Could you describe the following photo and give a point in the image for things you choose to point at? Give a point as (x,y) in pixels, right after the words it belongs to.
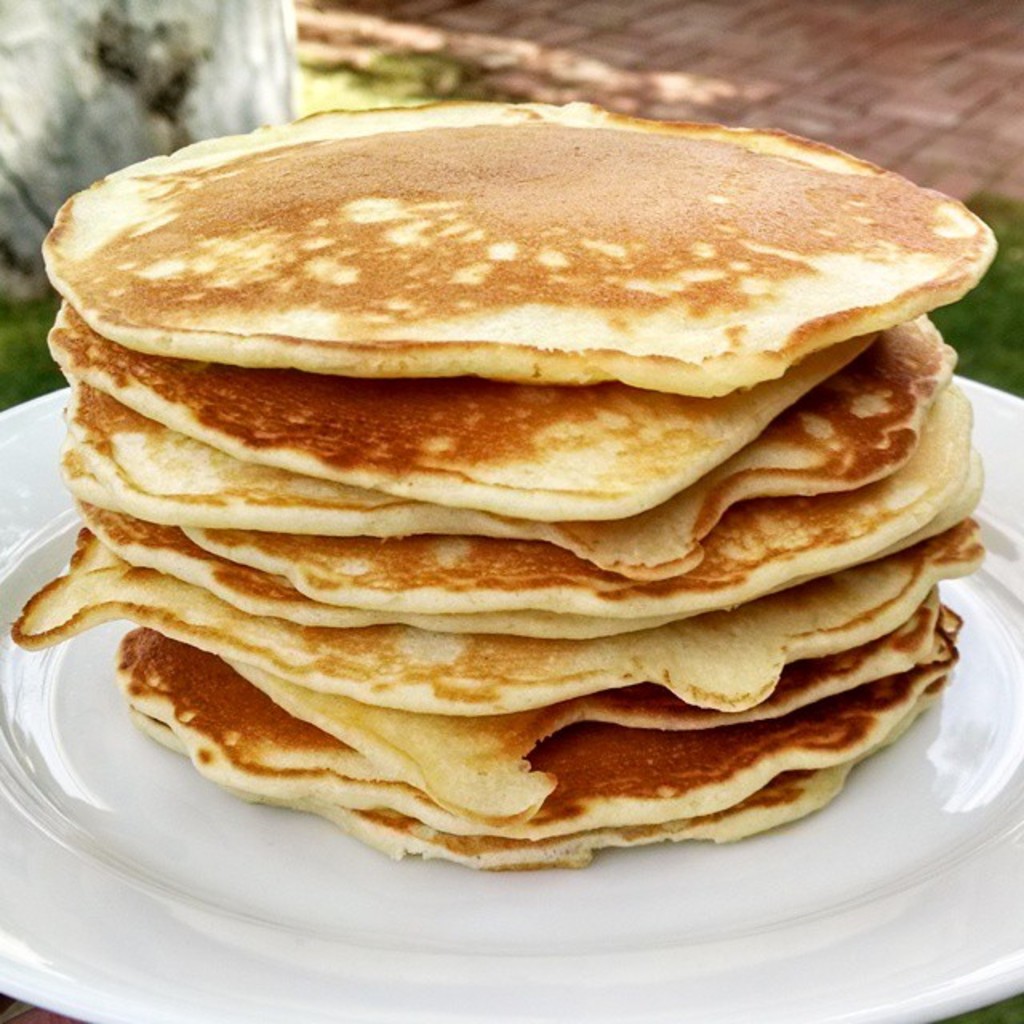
This image is taken outdoors. In the middle of the image (538,612) there are few pancakes (572,583) on the platter (256,831). At the top of the image (544,85) there is a floor (691,76) and there is ground (353,82) with grass (326,67) on it.
